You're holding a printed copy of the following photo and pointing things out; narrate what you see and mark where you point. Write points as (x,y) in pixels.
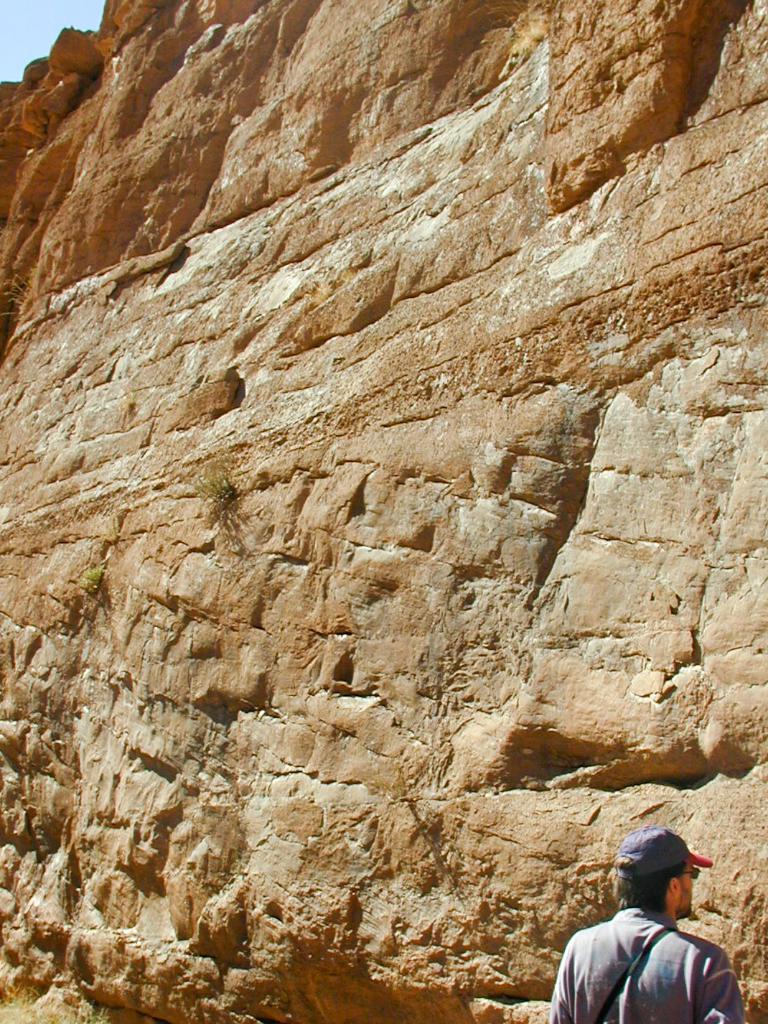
Here we can see a man (655,878). In the background (503,792) there is a mountain (186,287) and sky (49,34).
